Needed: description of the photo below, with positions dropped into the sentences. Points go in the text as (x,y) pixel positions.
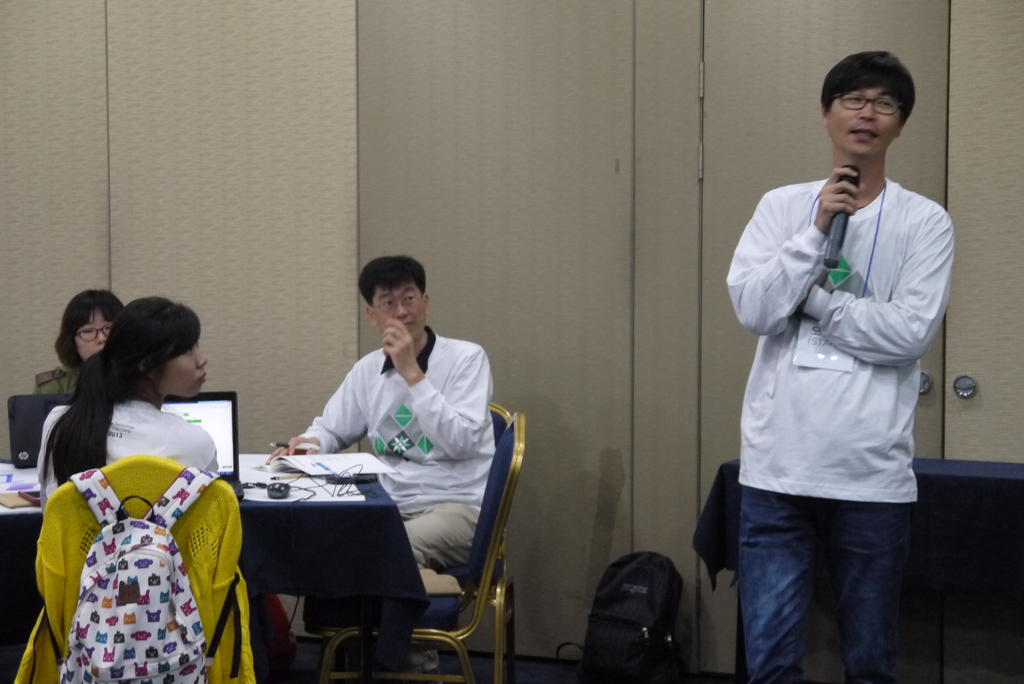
In this image i can see group of persons (372,436) sitting and at the right side of the image (867,420) there is a person (780,423) wearing white color dress (838,336) standing and holding microphone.
